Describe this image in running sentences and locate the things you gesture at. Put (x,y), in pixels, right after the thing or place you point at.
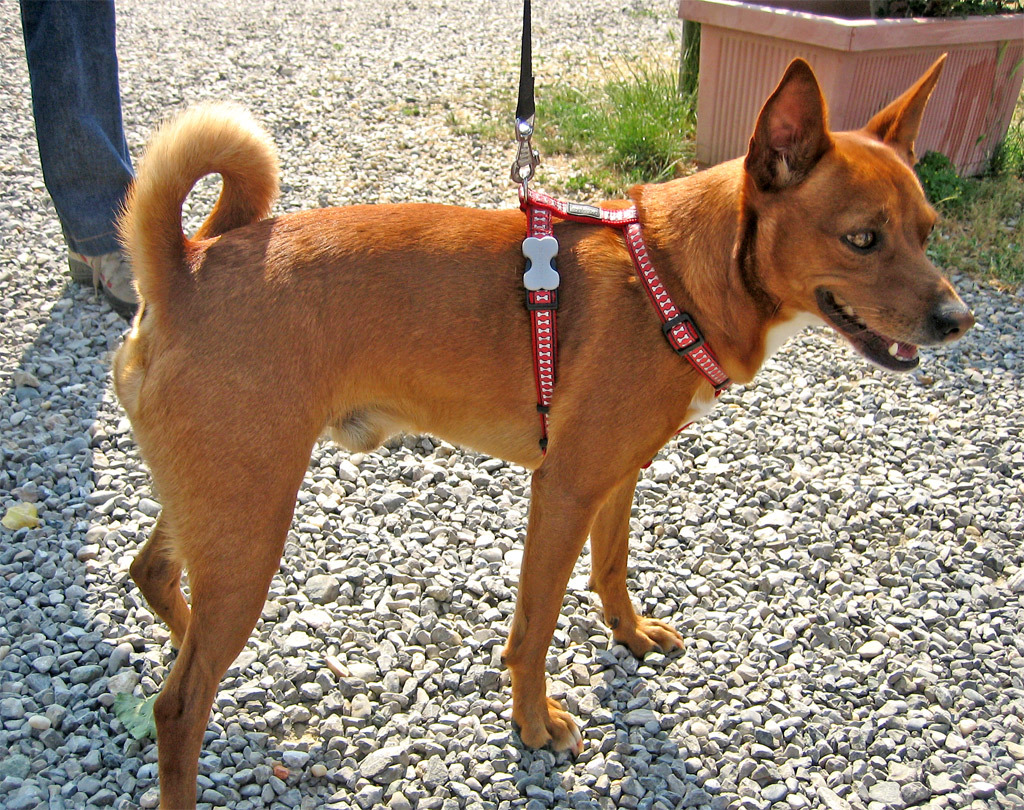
In this image a dog (705,252) is standing. A chain (536,227) is attached to its body (318,251). On the top left (56,101) a leg (72,135) is visible. On the top right (884,79) there is a pot (882,41). There are some pebbles (860,555) on the ground (724,721).
